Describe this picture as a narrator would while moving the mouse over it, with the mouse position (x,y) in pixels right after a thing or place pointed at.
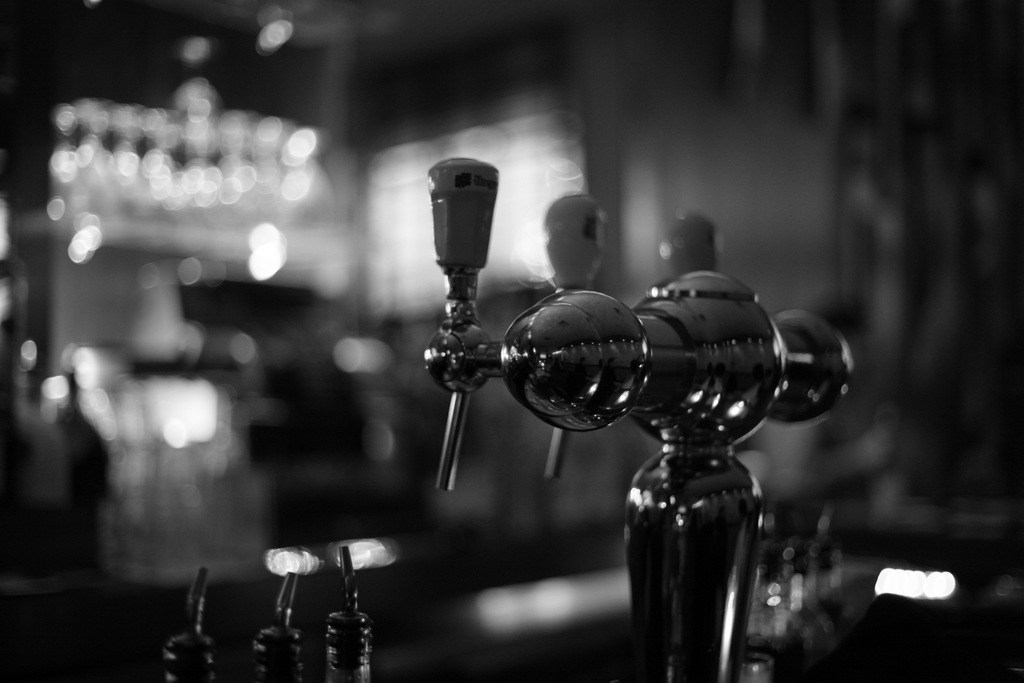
In the foreground (547,220) I can see some objects (640,591) may be on the bar (626,589). In the background (275,202) I can see a wall (803,192) and windows (409,209). This image is taken may be in a hall (498,391).
